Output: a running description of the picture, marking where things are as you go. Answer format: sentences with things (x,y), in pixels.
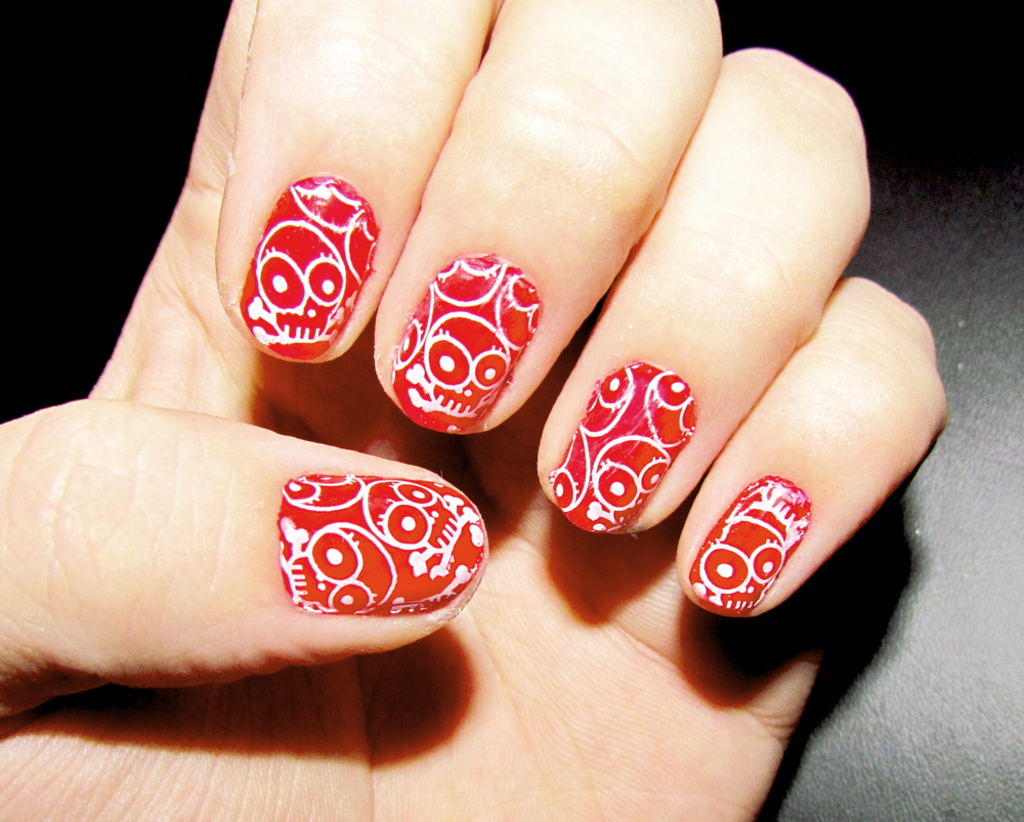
In this image we can see a hand (300,633) of a person (306,448) with nail art (324,252).
